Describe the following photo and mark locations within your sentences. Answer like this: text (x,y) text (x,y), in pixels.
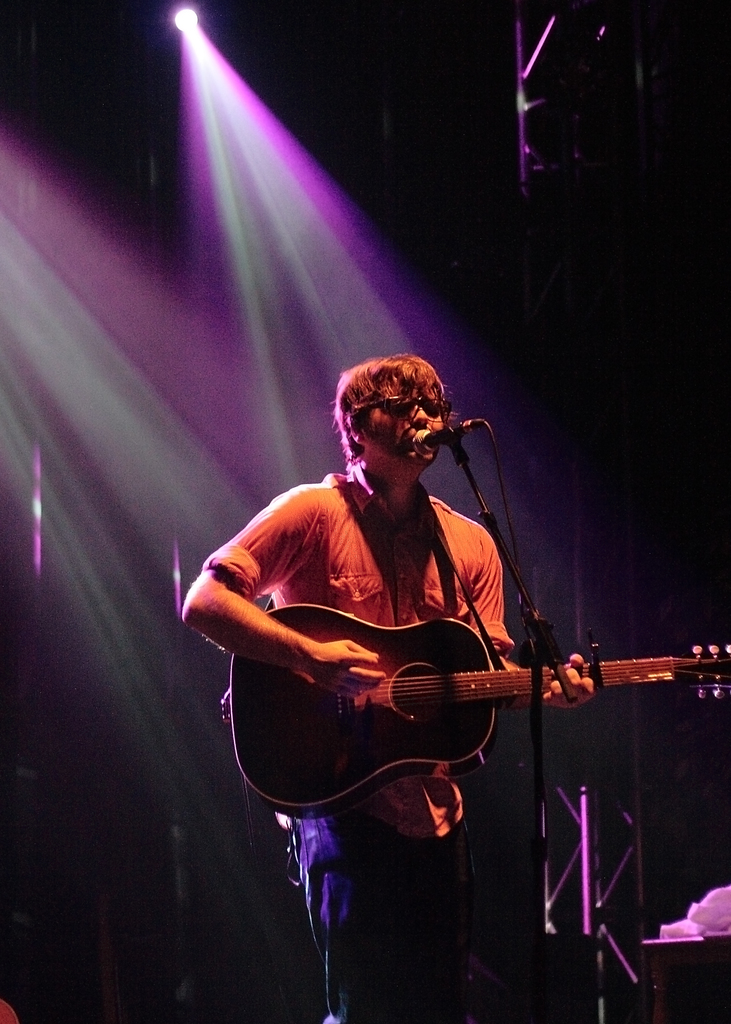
In the image we can see there is a person (347,660) who is standing and holding guitar (379,698) in his hand (347,660).
